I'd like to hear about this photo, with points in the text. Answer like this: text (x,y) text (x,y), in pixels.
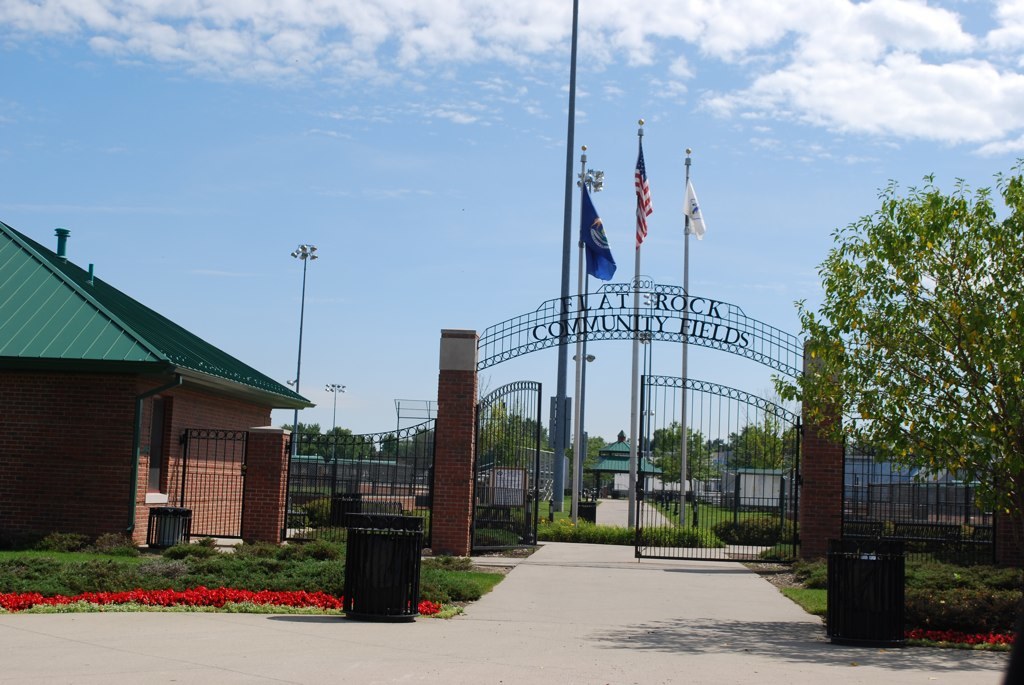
In the picture I can see flags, buildings (60,397), trees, gates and a fence (394,513). In the background (672,520) I can see pole lights (303,282), the grass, a road (590,588), the sky (370,332) and some other objects (595,497) on the ground (463,641).
